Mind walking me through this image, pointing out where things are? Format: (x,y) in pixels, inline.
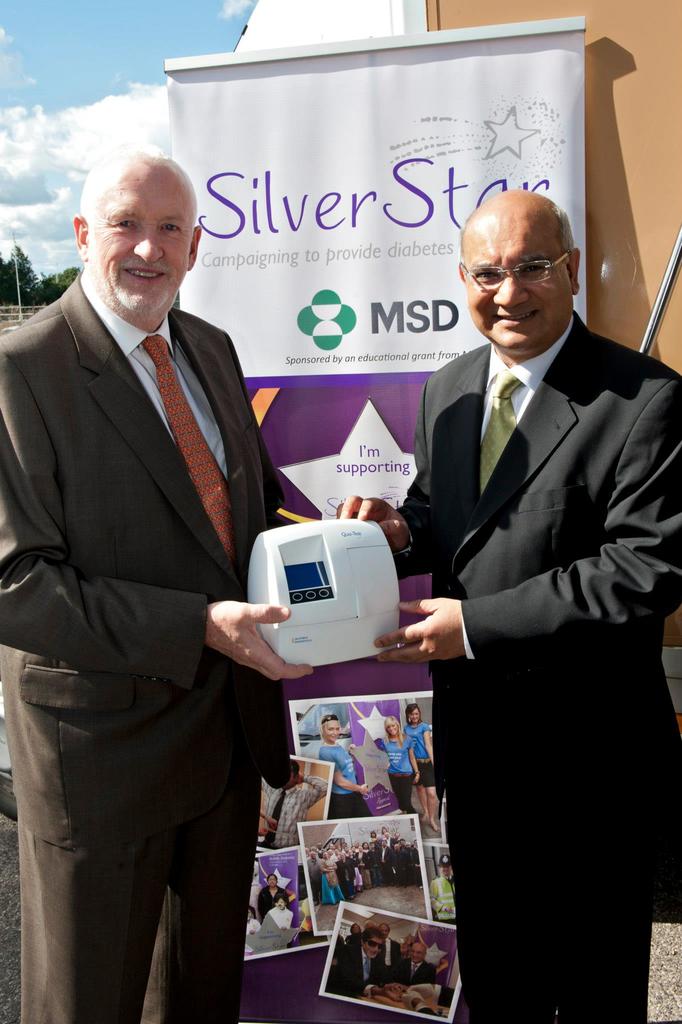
In the image I can see two people (50,558) who are holding something and behind there is a poster (361,778) on which there is some text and some pictures (387,792).
